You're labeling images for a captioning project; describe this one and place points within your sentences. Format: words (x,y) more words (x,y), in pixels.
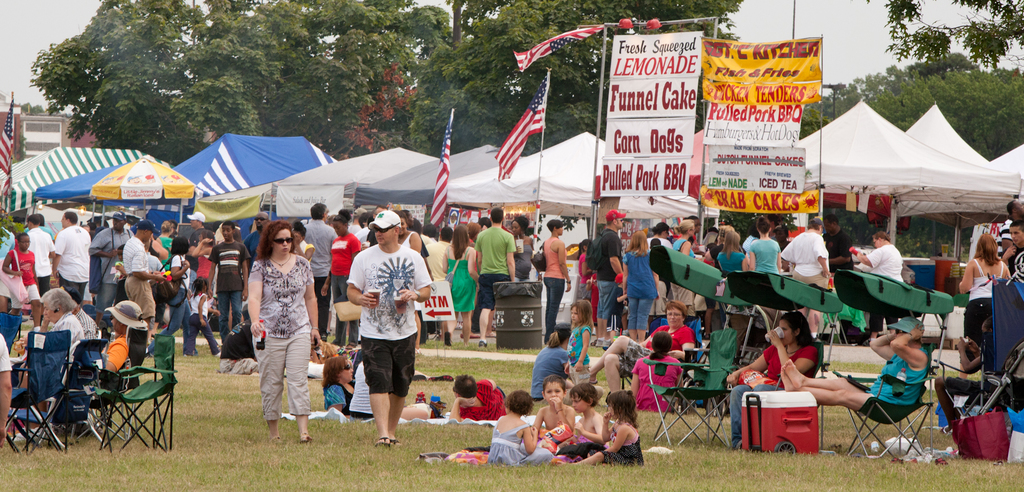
In this image we can see a group of persons (278,310) on the ground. On the left side of the image (49,290) we can see persons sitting In the chairs (89,393). On the right side of the image (856,388) we can see persons (783,386) sitting on the chairs (708,364). In the background (782,183) there are tents (575,167), flags (543,138), boards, building (33,139), trees (480,60) and sky (835,32).
